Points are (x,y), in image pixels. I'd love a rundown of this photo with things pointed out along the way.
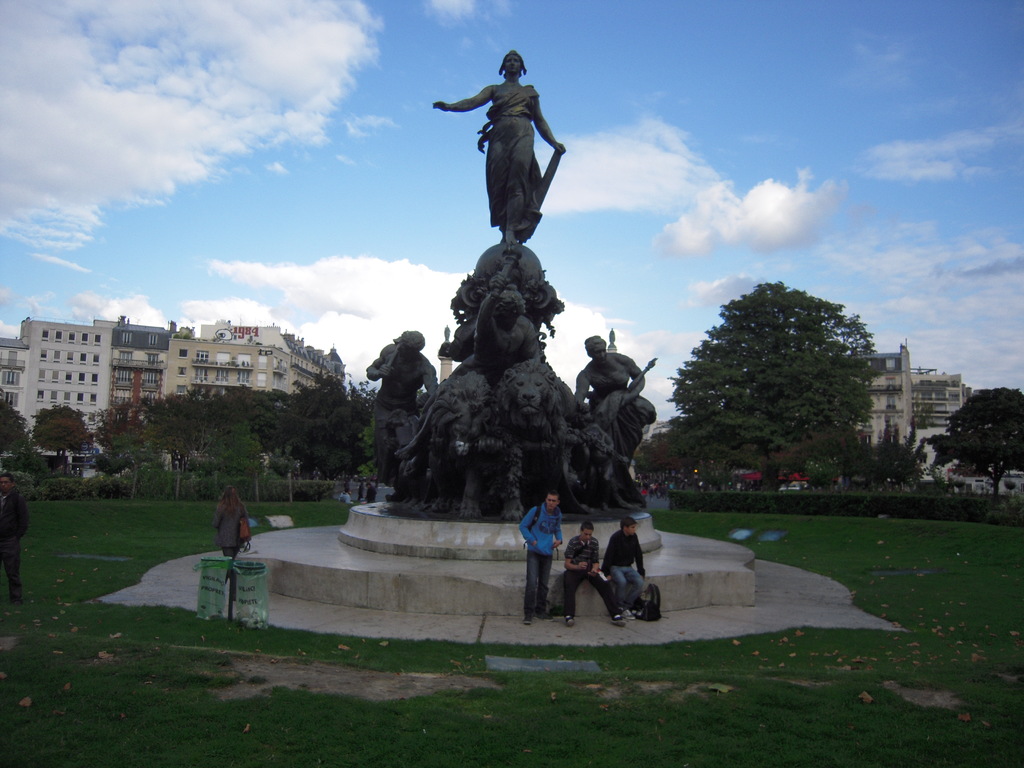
As we can see in the image there are statues (456,311), few people (540,556), plants (139,460), trees (266,413) and buildings (884,375). There is grass (307,716). At the top (370,118) there is sky (403,81) and there are clouds (80,97).
